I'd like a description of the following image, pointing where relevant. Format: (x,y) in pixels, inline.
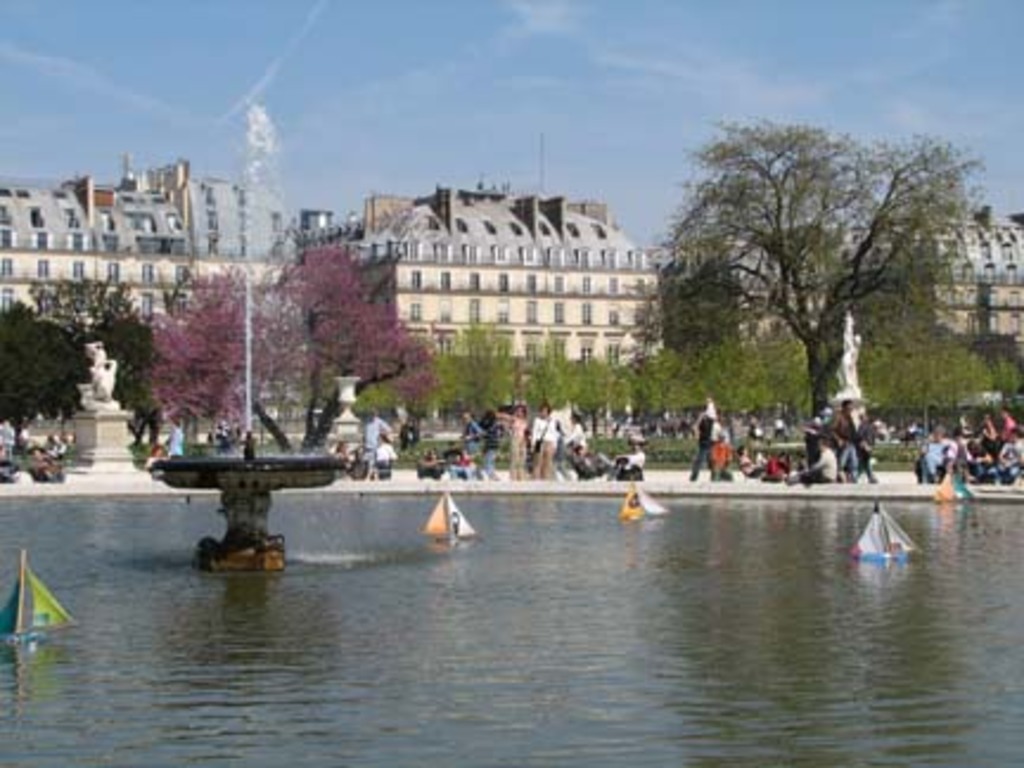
In this picture we can see some boats (2,630) in the water (475,570). There is a fountain (198,463) visible in the water (285,499). We can see a few people (404,431) from left to right. There are a few trees (876,317) and buildings (968,243) are visible in the background (463,355). Sky (364,154) is blue in color.
